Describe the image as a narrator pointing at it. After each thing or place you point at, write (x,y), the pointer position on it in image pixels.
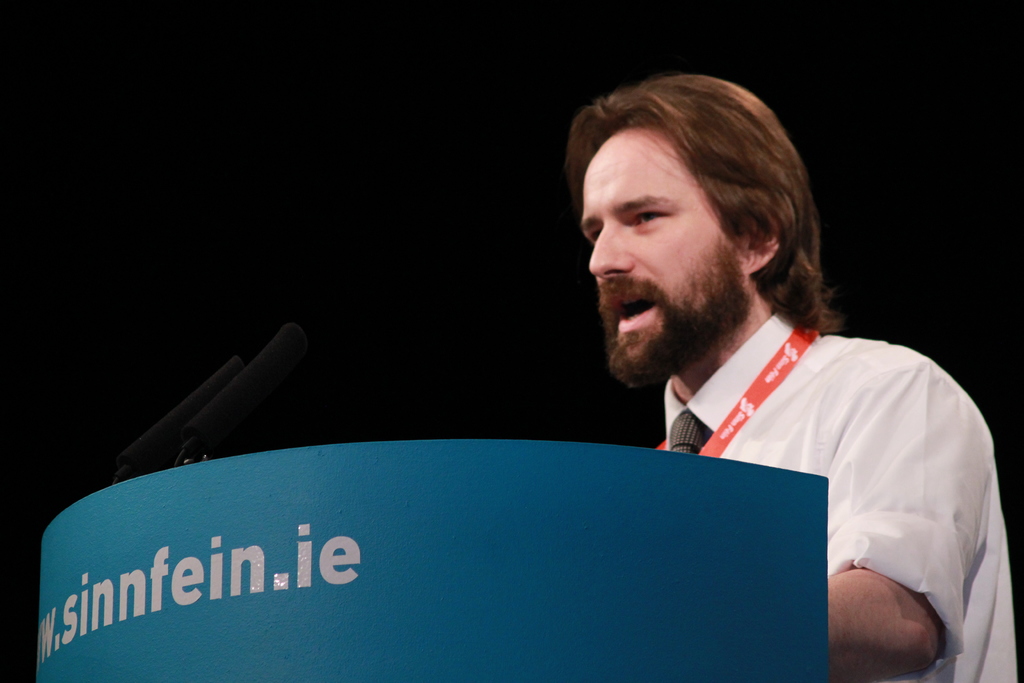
On the right side of this image (735,391) there is a man (766,402) wearing a white color shirt (886,491), standing in front of the podium (571,554) and speaking by looking at the left side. There is some text (302,564) on the podium (149,578). The background (232,132) is dark.
